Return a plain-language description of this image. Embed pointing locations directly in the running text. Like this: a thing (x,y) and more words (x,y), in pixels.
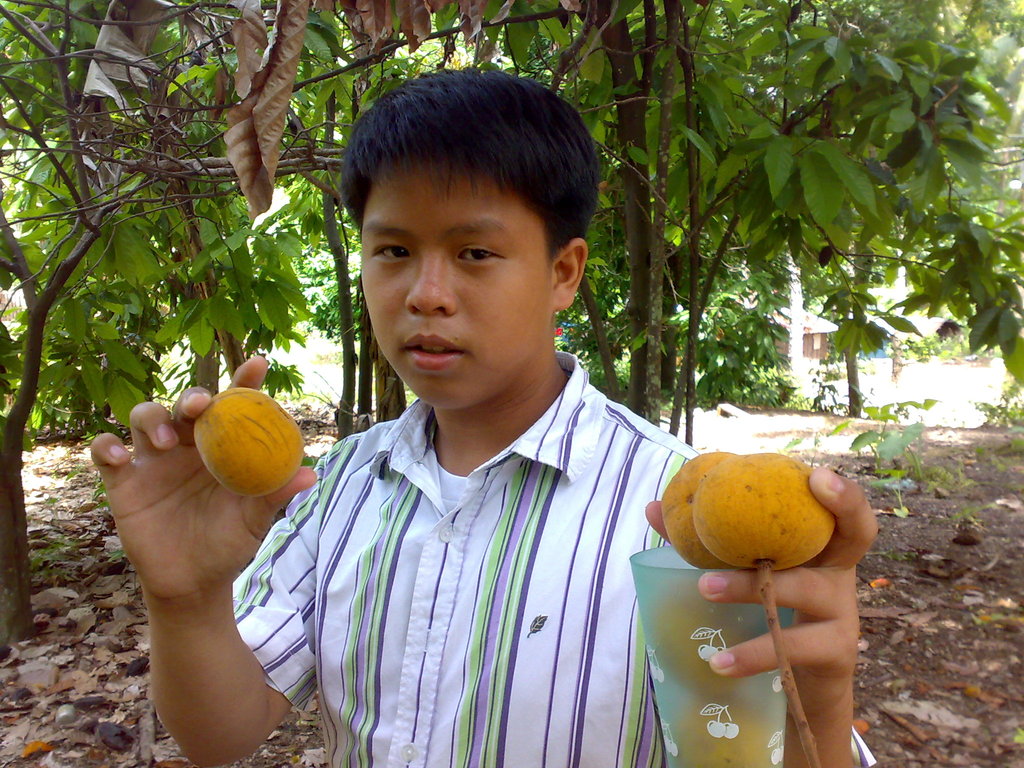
In this picture, we can see a person (408,419) holding some objects (689,545), we can see the ground (114,650) with dry leaves (63,595), plants (824,386), trees (773,354), and we can see building (782,316) in the background (824,326).
